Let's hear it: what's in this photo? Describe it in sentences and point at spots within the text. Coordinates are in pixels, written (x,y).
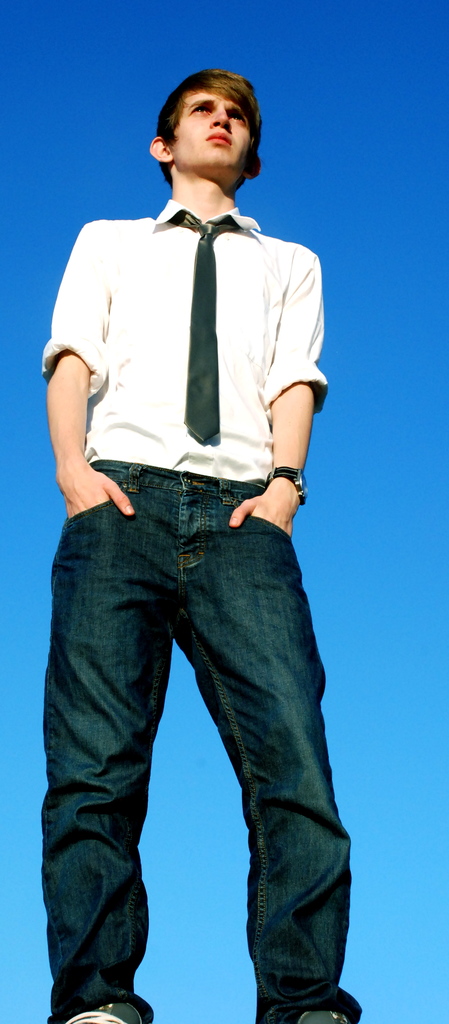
Here I can see a man (128,281) wearing a white color shirt (123,320), jeans (298,809) and standing. In the background (355,502), I can see the sky (380,570).
